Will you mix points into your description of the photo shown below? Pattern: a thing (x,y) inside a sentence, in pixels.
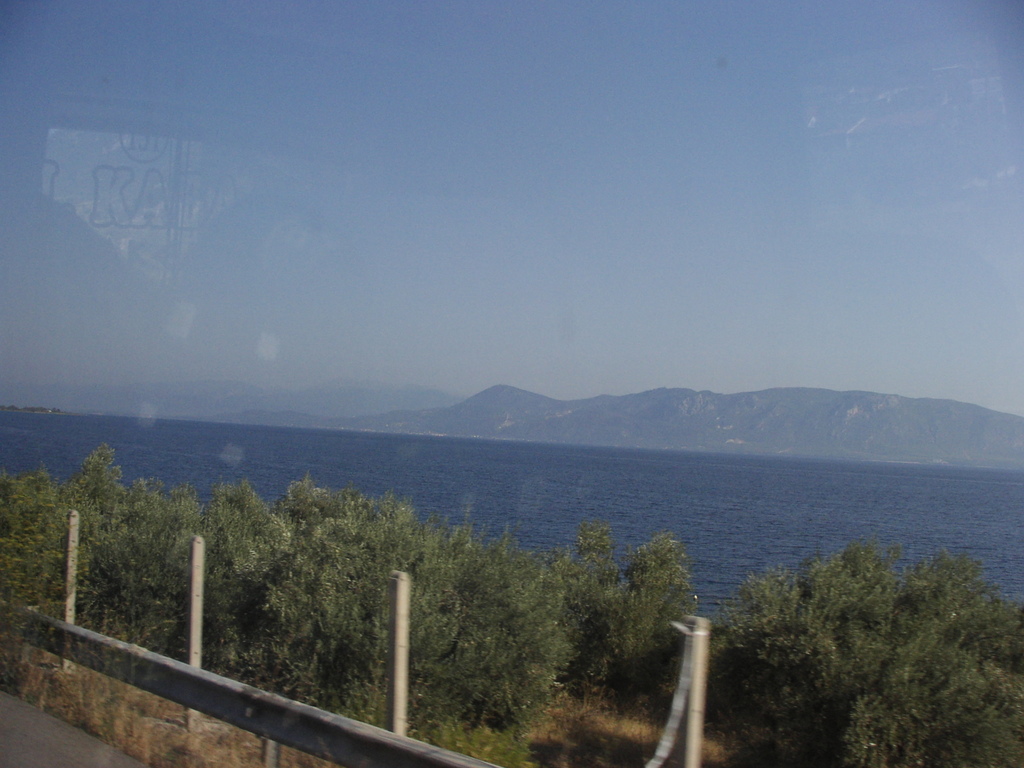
These are the trees (584,628) in the middle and this is water (767,515). In the long back side there are hills (727,438).
